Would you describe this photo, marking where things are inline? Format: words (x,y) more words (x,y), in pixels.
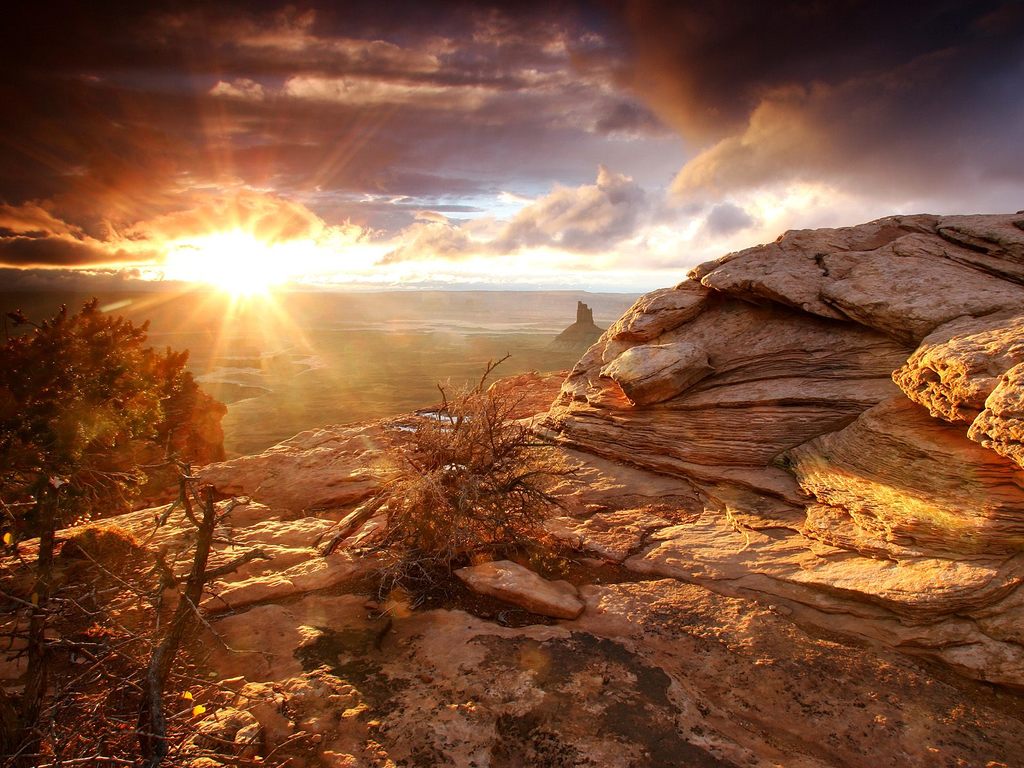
On the right side of the image (773,410) we can see a rock (691,446) and there are trees (37,600). In the background (233,259) we can see the sun (270,255) and sky (406,155).
